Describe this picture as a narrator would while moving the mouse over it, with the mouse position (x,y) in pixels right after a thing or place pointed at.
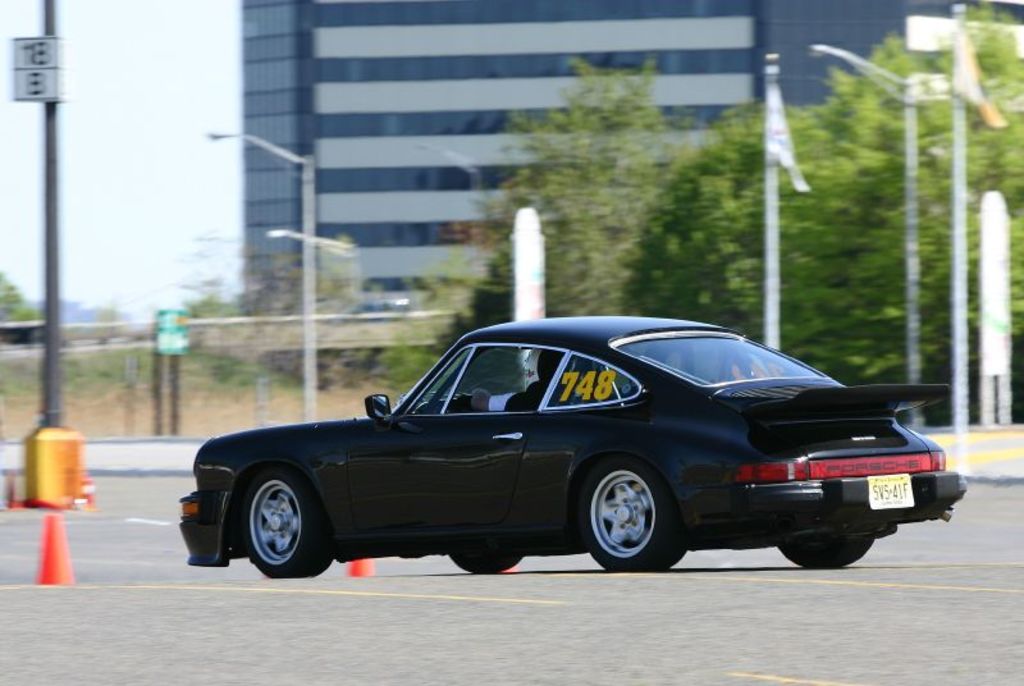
In this image we can see a car (199,527) on the road (398,576). We can also see some traffic poles (59,518), a signboard (35,88) to a pole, the flags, street poles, a group of trees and a bridge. On the backside (358,240) we can see a building (255,104) and the sky (169,185) which looks cloudy.
